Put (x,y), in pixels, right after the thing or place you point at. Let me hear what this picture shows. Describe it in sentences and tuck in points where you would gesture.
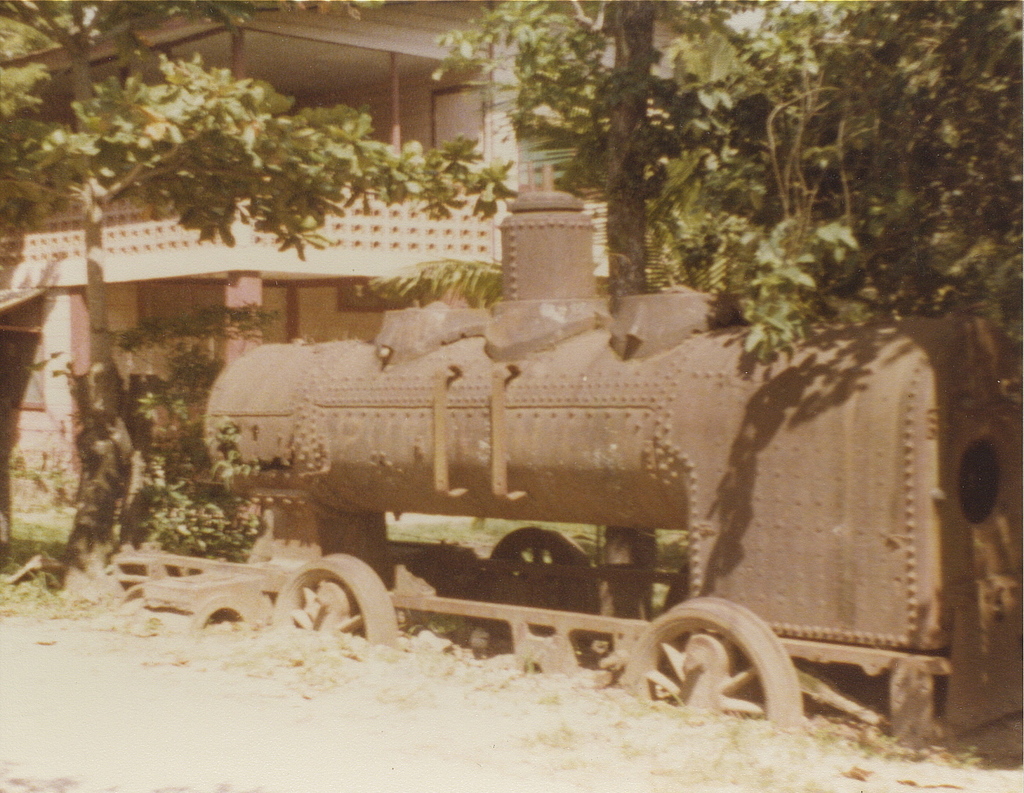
In this image there is a vehicle (276,507). There are trees (80,549). In the background of the image (372,40) there is a building (321,61).
